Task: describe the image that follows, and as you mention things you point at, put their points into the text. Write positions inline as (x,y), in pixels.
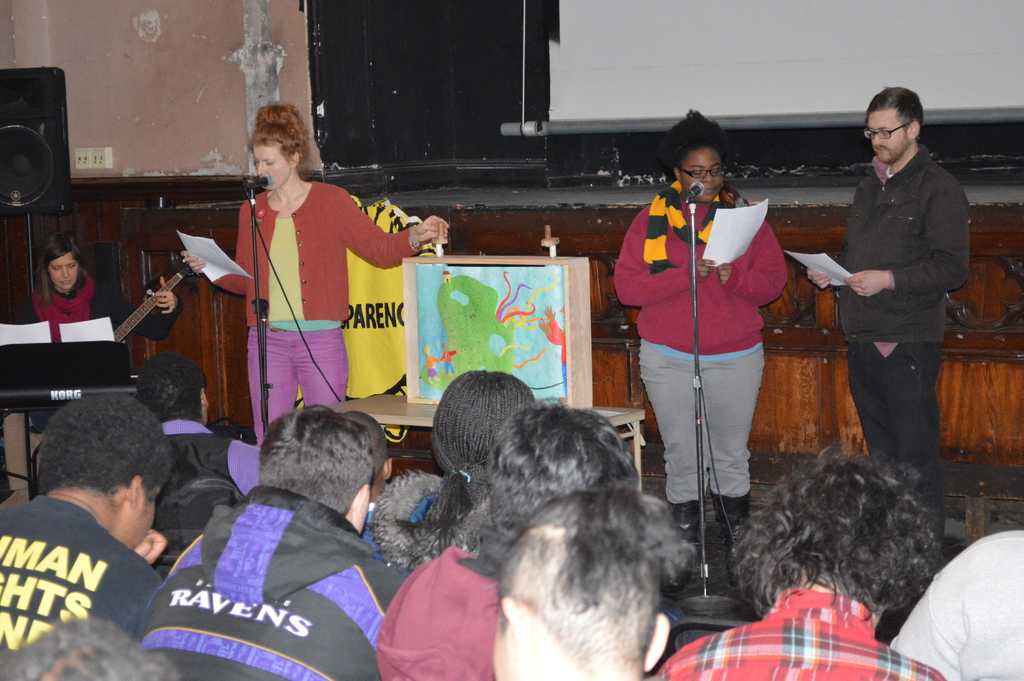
In this image there are group of persons (328,543) sitting, there are persons (458,647) truncated towards the bottom of the image (588,614), there are three persons (890,213) standing, there are persons (328,230) holding an object (457,274), there is a person (161,295) playing a musical instrument (174,277), there are persons (374,246) singing, there is an object (95,365) truncated towards the left of the image, there is a table (406,412), there is an object (508,308) on the table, there is a screen (772,69) truncated towards the top of the image (853,66), at the background of the image (204,45) there is a wall (219,45).
